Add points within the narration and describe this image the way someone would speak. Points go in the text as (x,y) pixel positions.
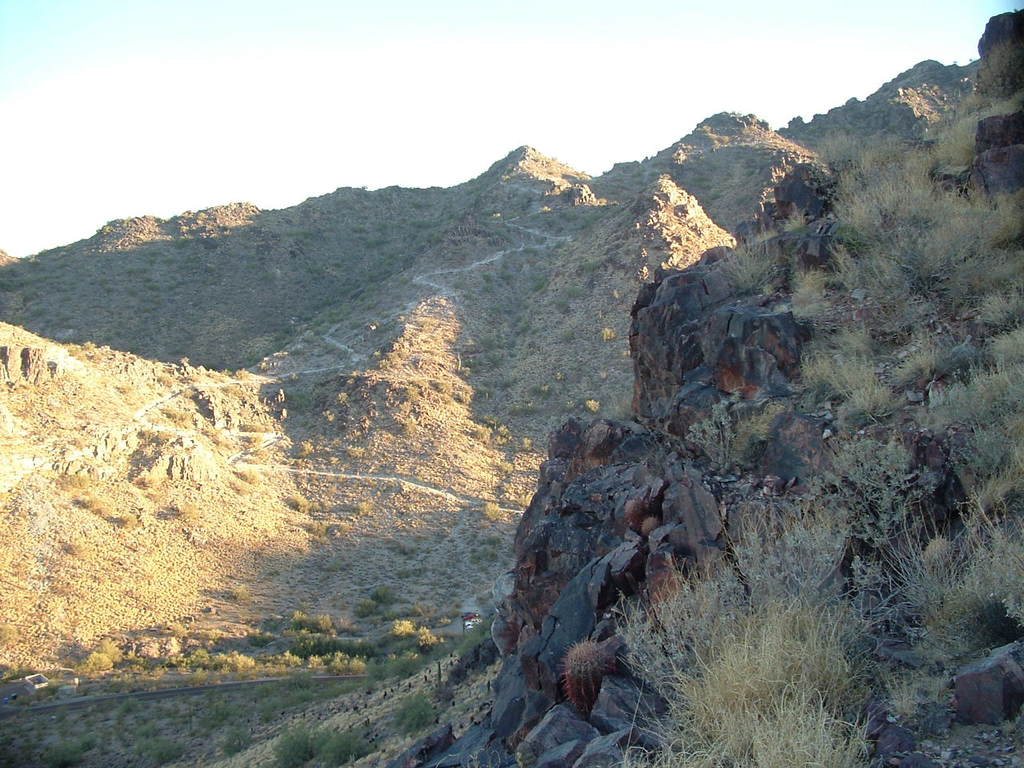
In this picture I can see the mountains (350,328). On the right (908,316) I can see the grass (880,535). At the top (829,253) I can see the small stones (738,299). At the top (35,68) I can see the sky (35,68).
